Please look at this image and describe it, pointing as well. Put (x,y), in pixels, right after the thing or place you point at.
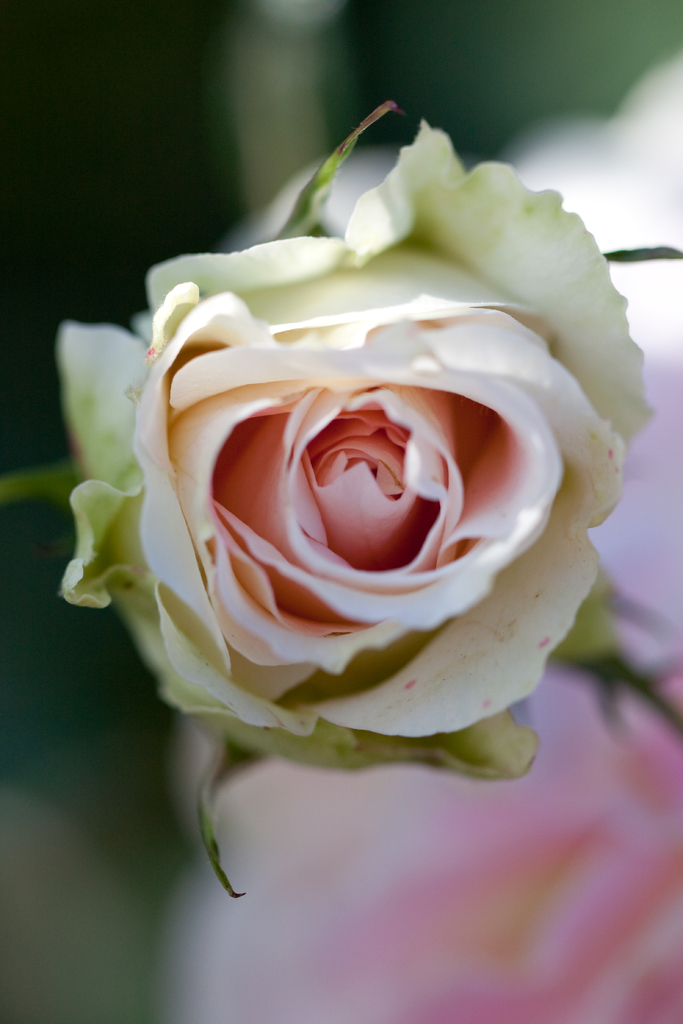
In the image we can see a flower (285,326), white and light pink in color and the background (666,903) is blurred.
